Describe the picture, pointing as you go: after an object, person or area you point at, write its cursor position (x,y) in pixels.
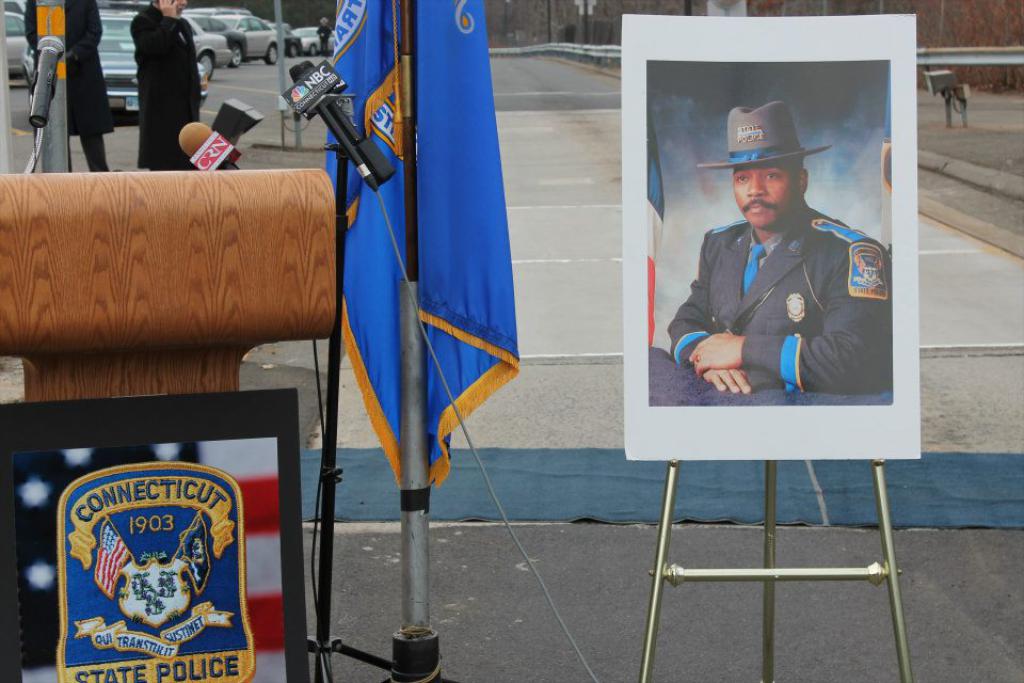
This picture is clicked outside. On the right (705,33) there is a poster (875,374) of a person (766,268) wearing uniform (805,274) and sitting, which is attached to the stand (770,537). On the left (309,247) we can see the flag (440,100), microphones (329,100) and some objects (167,348) and we can see the group of vehicles (131,36) and some persons (138,76). In the background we can see the road (567,217) and the ground (567,153).
